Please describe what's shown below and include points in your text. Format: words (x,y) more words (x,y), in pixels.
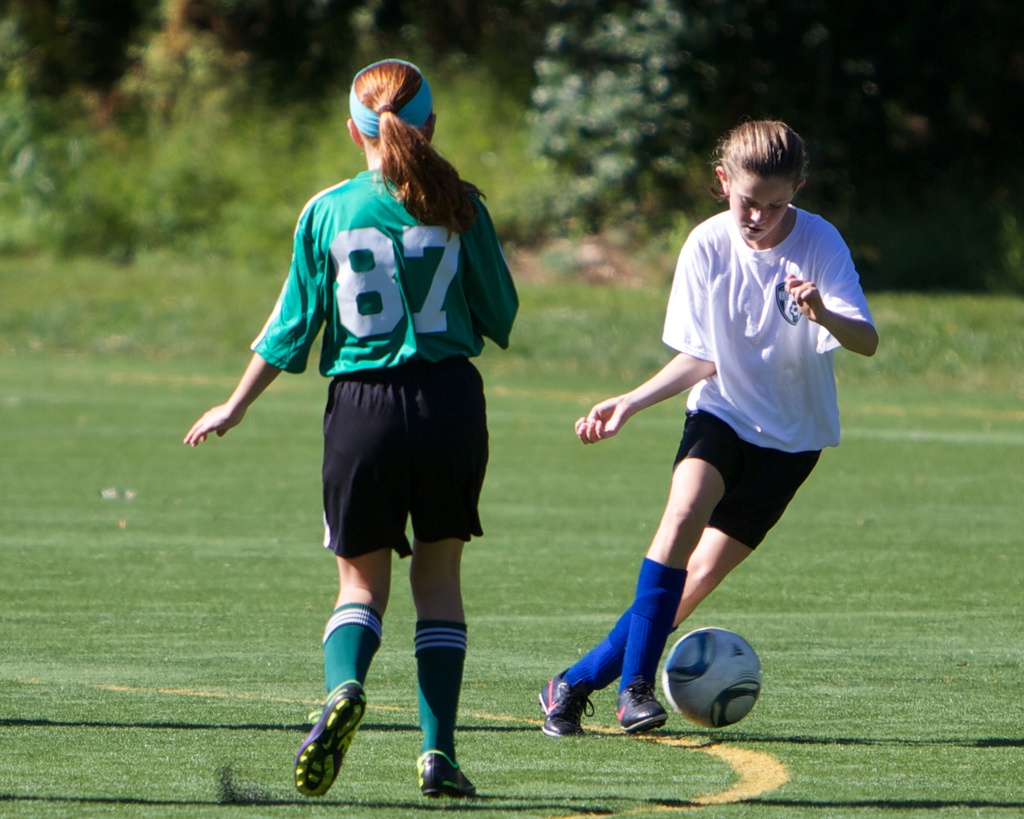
In this image I can see two people (664,578) are wearing different color dresses (334,408). I can see the ball (676,681), trees (223,147) and the grass (591,288).
